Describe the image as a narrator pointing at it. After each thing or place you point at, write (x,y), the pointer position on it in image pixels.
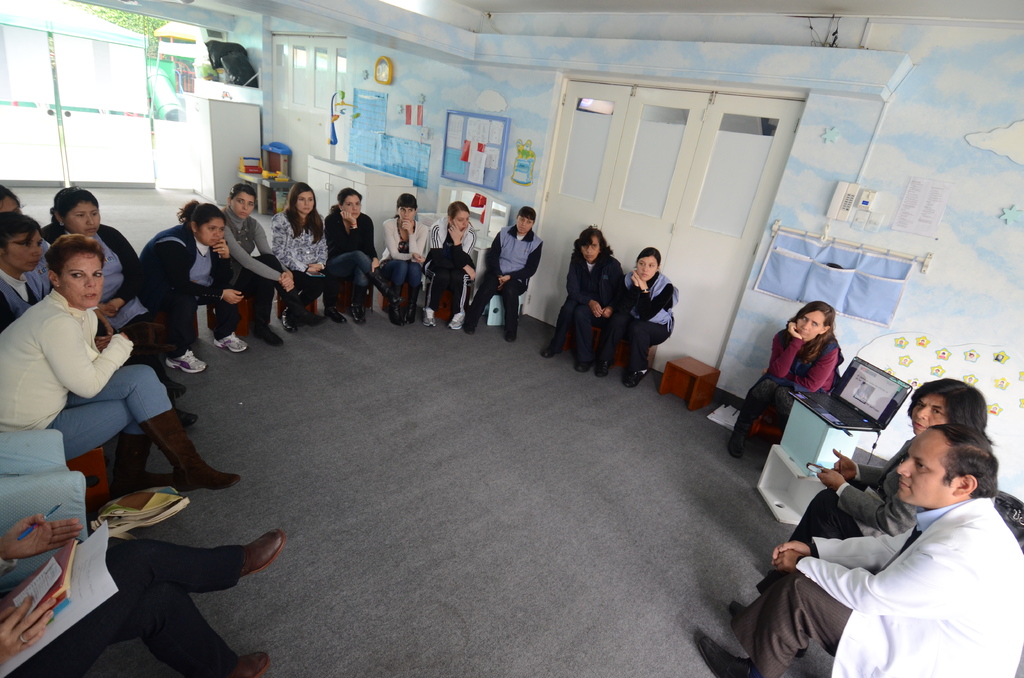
In this image there are people (831,524) sitting on chairs (49,505), in the background (696,59) there are walls (897,80) to that walls (1007,305) there are doors (741,185), posters (526,160) and clothes (834,272).
